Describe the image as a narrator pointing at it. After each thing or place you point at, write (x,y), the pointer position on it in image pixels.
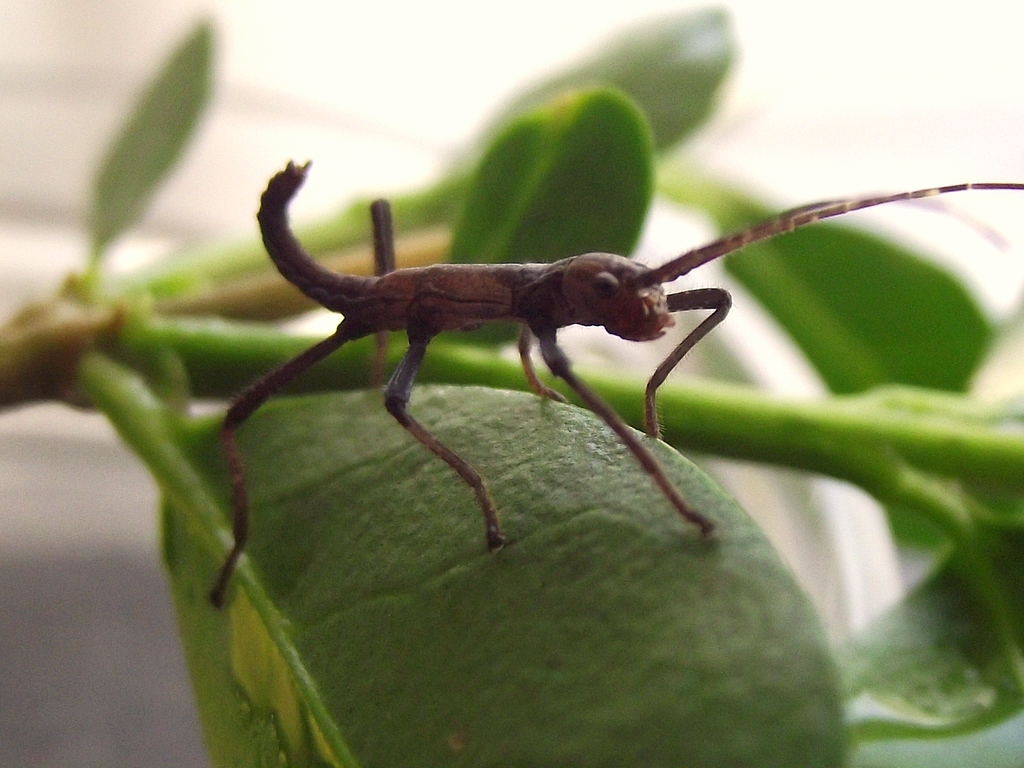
In this picture there is an insect (261,395) on the leaf (422,520). In the back (526,160) I can see the plant branches (732,400). In the background (533,82) I can see the blur image.
